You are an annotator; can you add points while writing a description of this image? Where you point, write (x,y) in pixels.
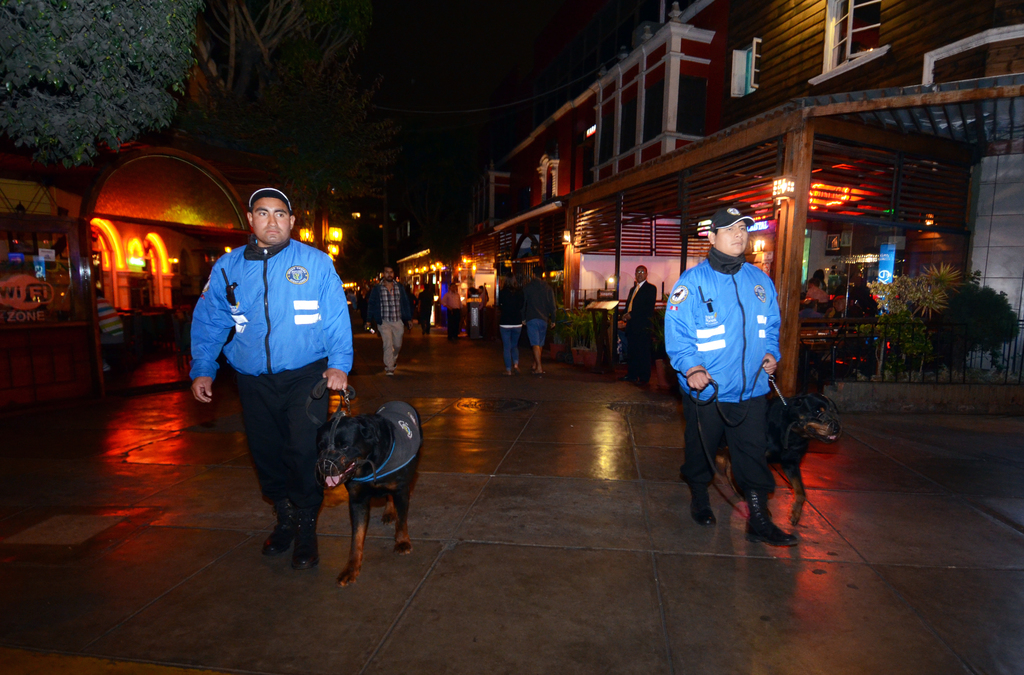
The picture is taken outside a street (380,559). In the foreground (227,336) there are two persons (296,326) wearing blue jacket (249,320) are holding the strap (348,398) of two dogs (350,424). In the back (383,334) there are many people (385,347). In the right top (822,62) there is a building (673,127). In the left top (36,164) there is a building (82,277) and trees (119,57).
